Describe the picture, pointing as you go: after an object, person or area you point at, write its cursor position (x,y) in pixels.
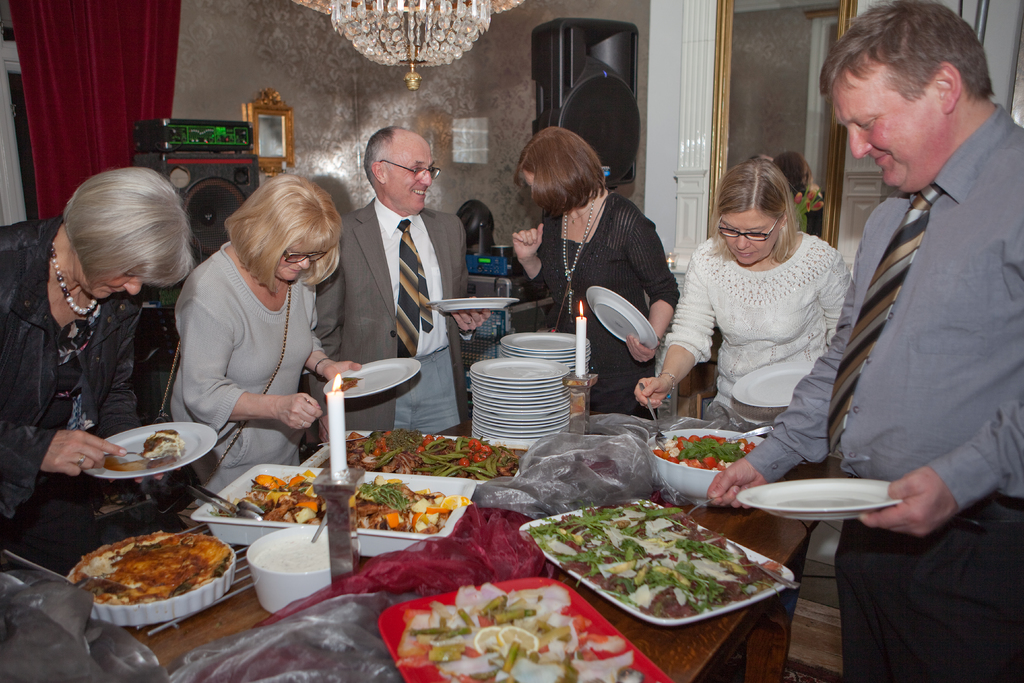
In this picture there are group of people (868,278) standing and holding the plates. There are different food items (599,551) on the plates (112,616) and in the bowls (151,612) and there are plates (538,383), bowls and candles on the table (562,475). At the back (629,71) there are speakers (611,77) and there are objects (488,258) on the table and there is a curtain (130,149) and window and there is a mirror (757,140). At the top (451,47) there is a chandelier (464,32). At the bottom (808,624) there is a floor (813,609).
